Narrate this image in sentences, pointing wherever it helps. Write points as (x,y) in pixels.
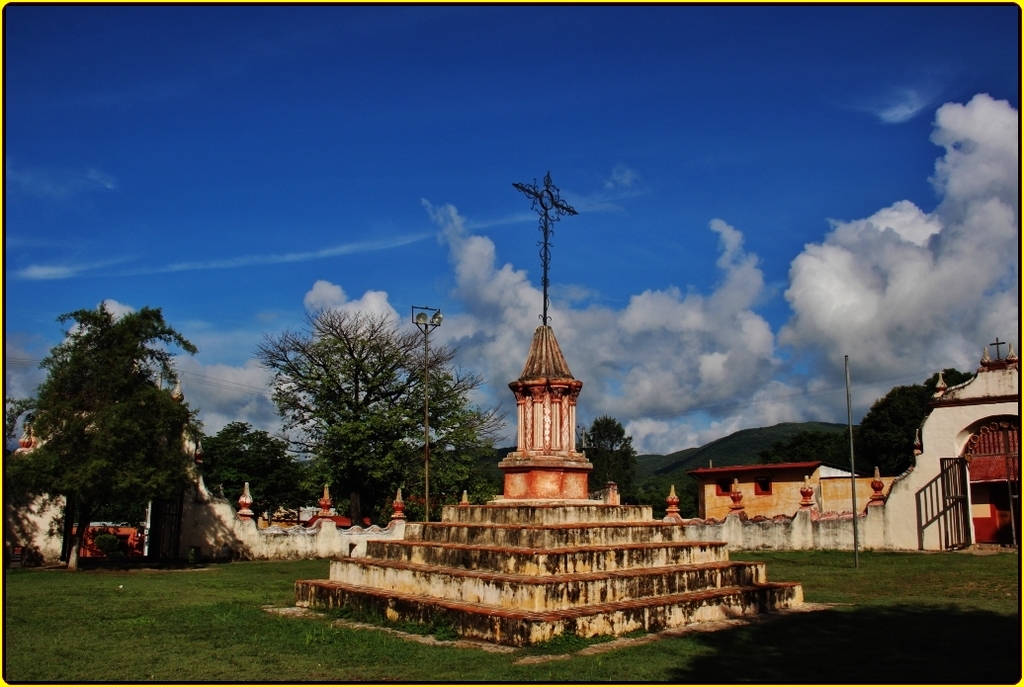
Sky (265,78) is in blue color. These are clouds (849,301). Background (902,416) there is a building (859,479) and trees (907,428). Here we can see a cross symbol (540,213) and steps (551,547). Land (933,663) is covered with grass (840,627). This is light pole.
